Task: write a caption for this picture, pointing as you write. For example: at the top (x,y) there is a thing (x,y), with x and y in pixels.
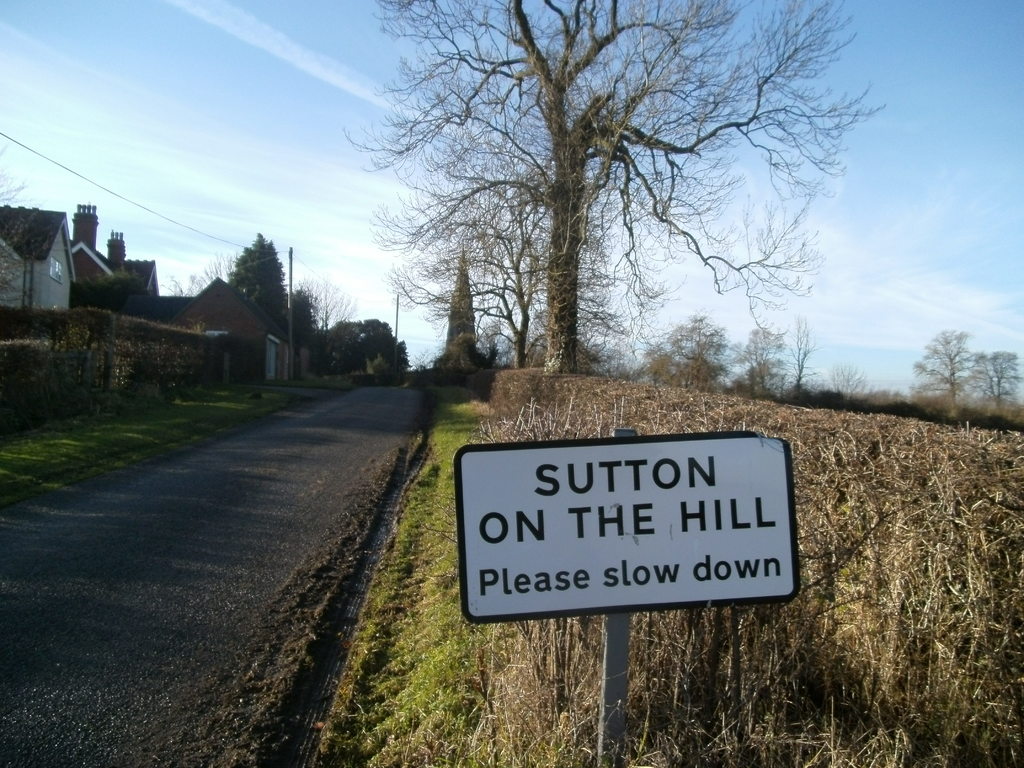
In this image we can see a sign board (618,503), bushes (574,430), buildings (280,335), electric poles (291,327), electric cables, fences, road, trees (554,140) and sky (265,56) with clouds (851,238).
